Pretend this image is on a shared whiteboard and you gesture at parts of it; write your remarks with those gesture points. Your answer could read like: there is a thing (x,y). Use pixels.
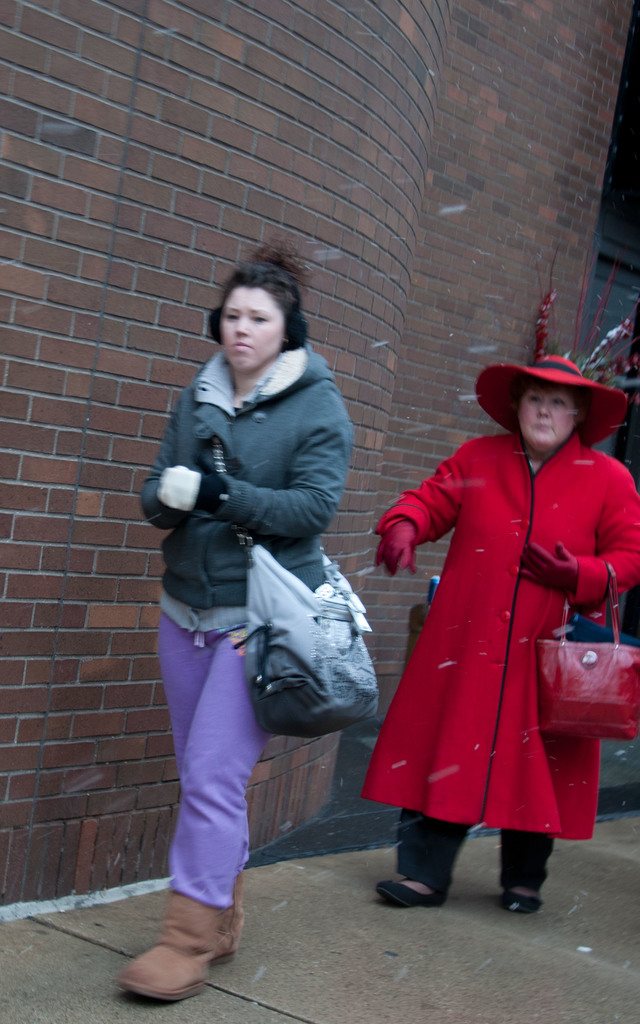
This two women (203,544) are walking and wore handbags (325,676). This wall (228,175) is made with bricks (161,206).
